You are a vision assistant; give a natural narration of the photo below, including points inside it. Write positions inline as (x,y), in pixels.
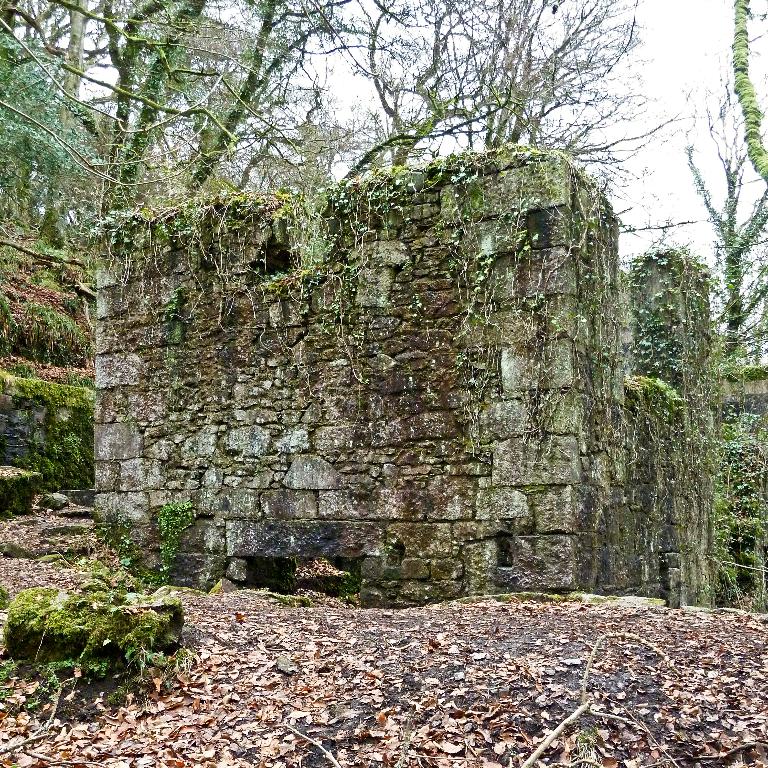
There is a wall (360,382) in the middle of this image (337,331). We can see trees (315,83) at the top of this image (716,195) and the sky (513,124) is in the background (629,195).
